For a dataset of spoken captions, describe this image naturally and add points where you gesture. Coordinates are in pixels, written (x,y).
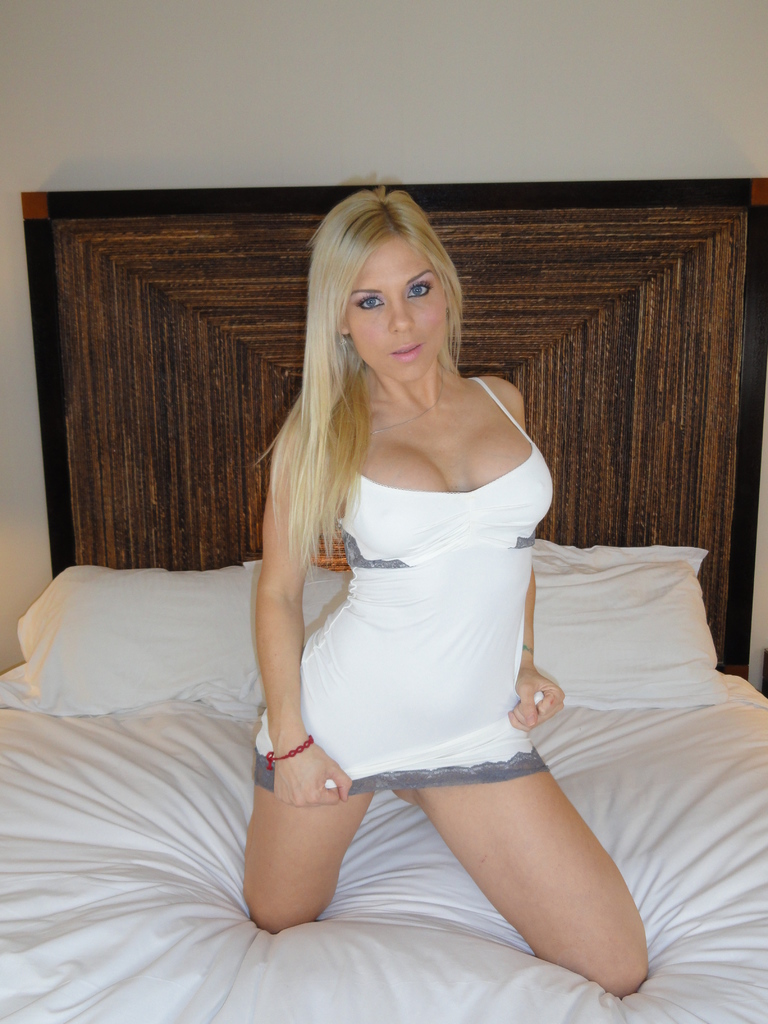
The lady (385,650) wearing white dress (398,648) is sitting on a white bed (489,924).
